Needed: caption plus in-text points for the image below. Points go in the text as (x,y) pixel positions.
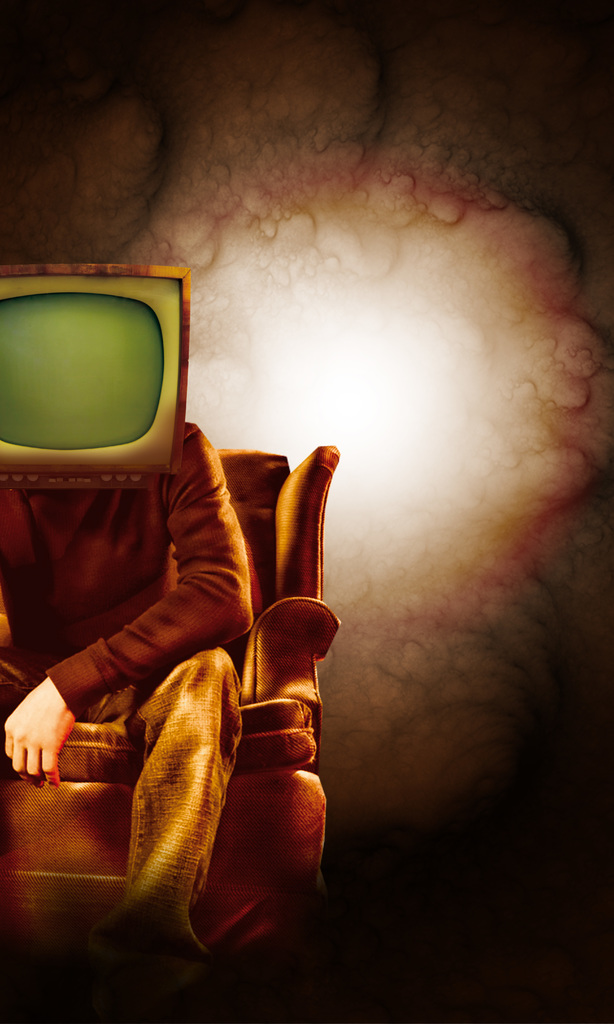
This is an animation picture we see a man (65,598) seated on the chair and a monitor (119,319).
